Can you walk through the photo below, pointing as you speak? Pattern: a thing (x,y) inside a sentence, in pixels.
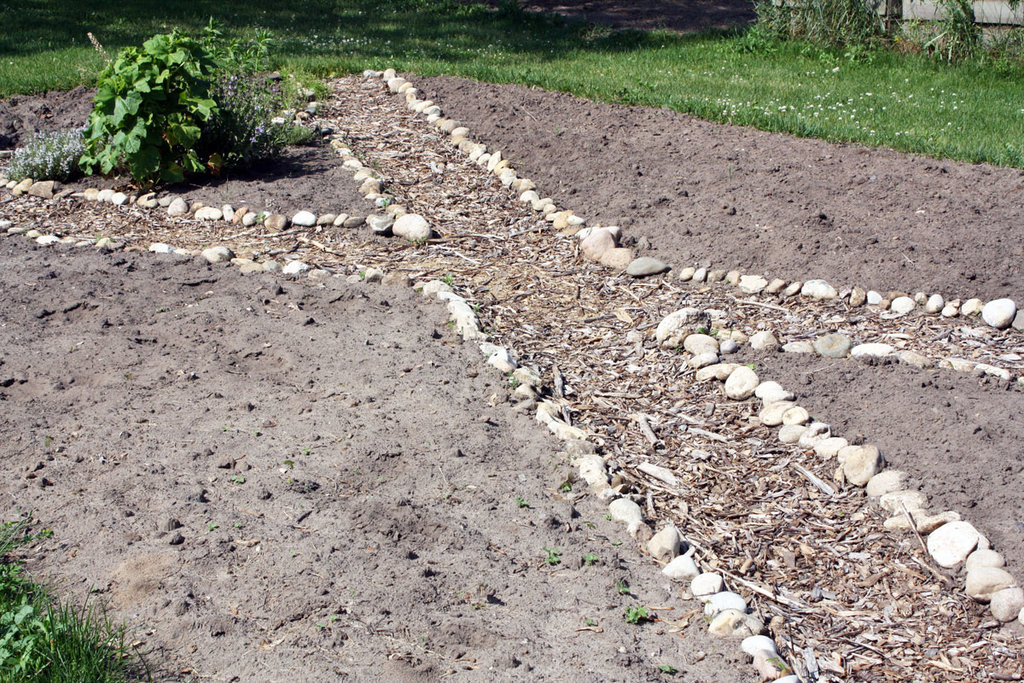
In this picture we can see some stones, wooden sticks (611,378) on the ground (664,408) and in the background (1018,121) we can see plants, grass (1004,133) and some objects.
